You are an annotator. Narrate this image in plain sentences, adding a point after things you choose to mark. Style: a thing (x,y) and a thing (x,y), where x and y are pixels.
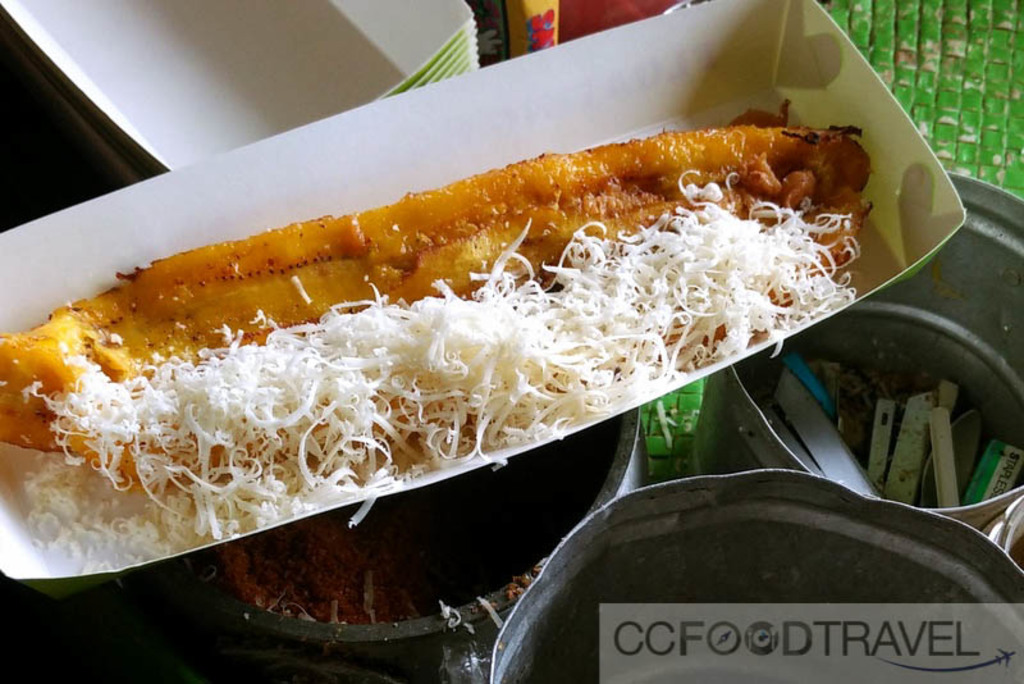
Here we can see a food item (404,354) in a box (669,43) on a bowl (496,594) with food (367,599) in it. On the right (883,459) at the bottom corner (881,550) we can see two tins (999,380) with some items (905,438) in it and at the top (174,55) we can see boxes (423,0) and other objects (656,10).
